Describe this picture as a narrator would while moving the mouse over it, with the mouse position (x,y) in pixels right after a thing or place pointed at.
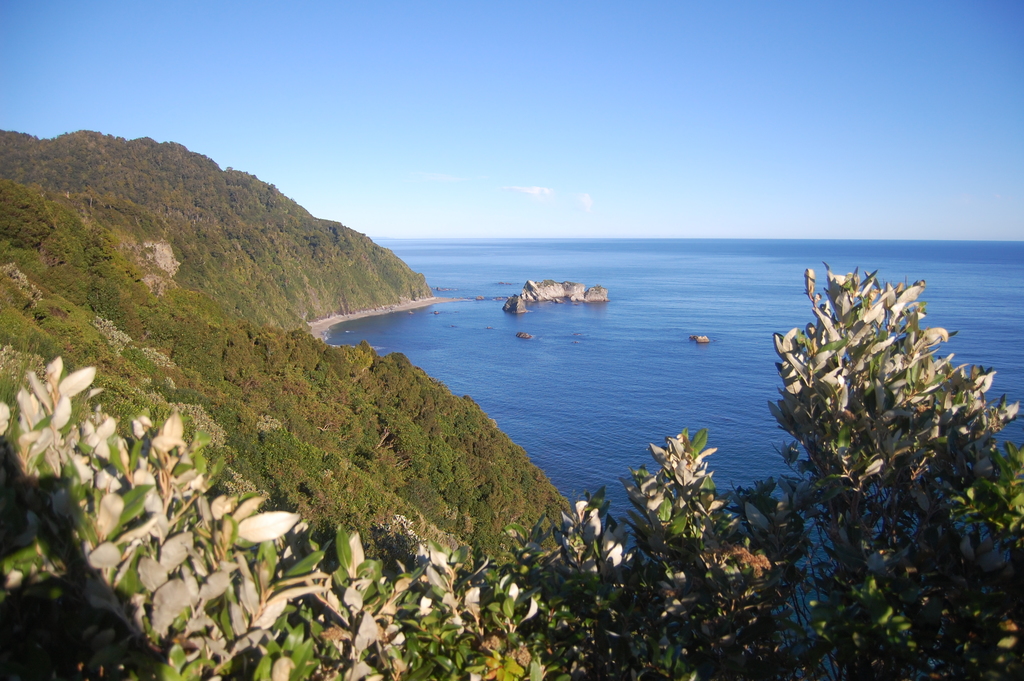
In this image there are trees (491,477), rocks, water (656,349) and sky (737,52).
